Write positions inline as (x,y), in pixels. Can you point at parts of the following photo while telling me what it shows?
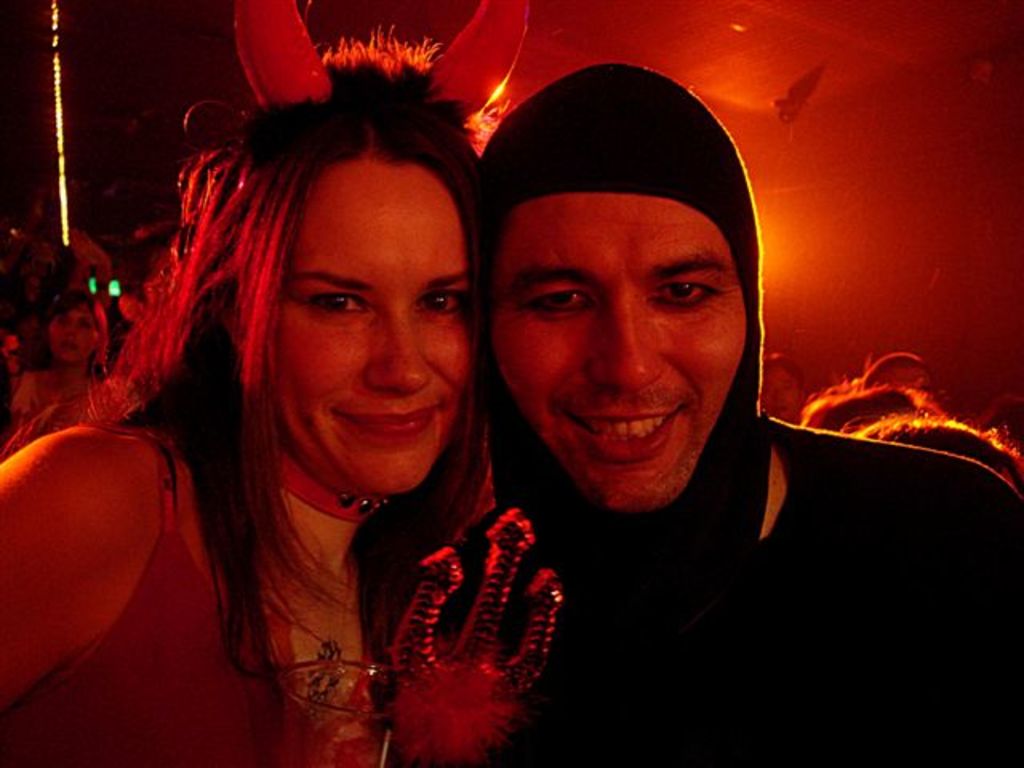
In this image I can see few people (153,325) are wearing different color dresses (508,458) and I can see the red color light (755,151).
